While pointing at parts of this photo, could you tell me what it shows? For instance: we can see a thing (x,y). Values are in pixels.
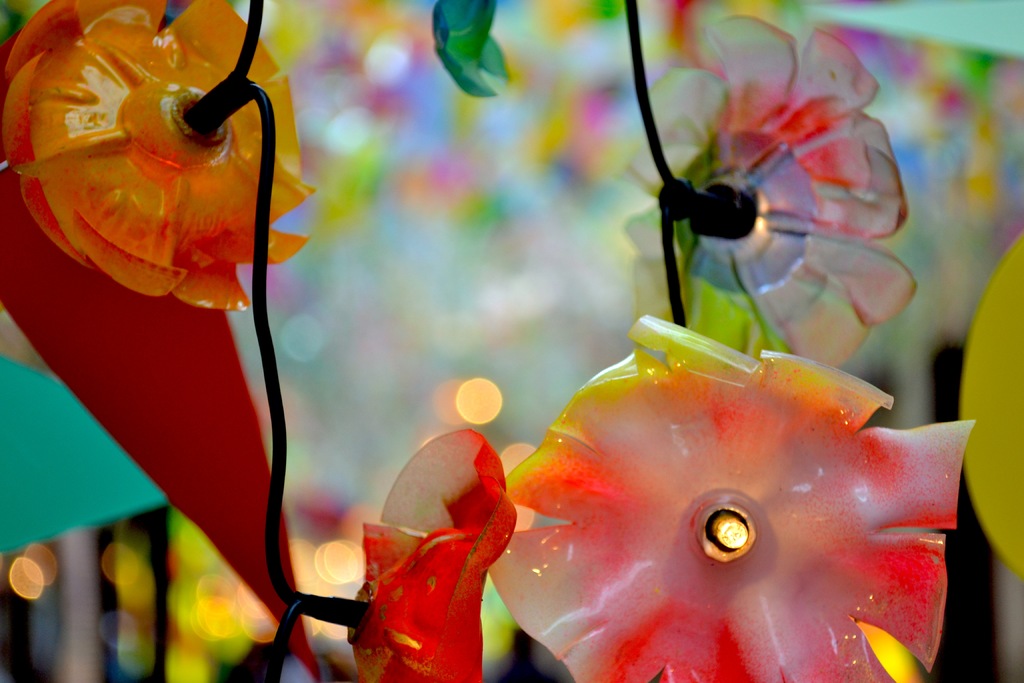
In the picture we can see a decoration lights (714,558) with wire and to the lights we can see some artificial flowers (753,635) to it which are orange and some white in color and behind it also we can see some lights (474,401) which are not clearly visible.
